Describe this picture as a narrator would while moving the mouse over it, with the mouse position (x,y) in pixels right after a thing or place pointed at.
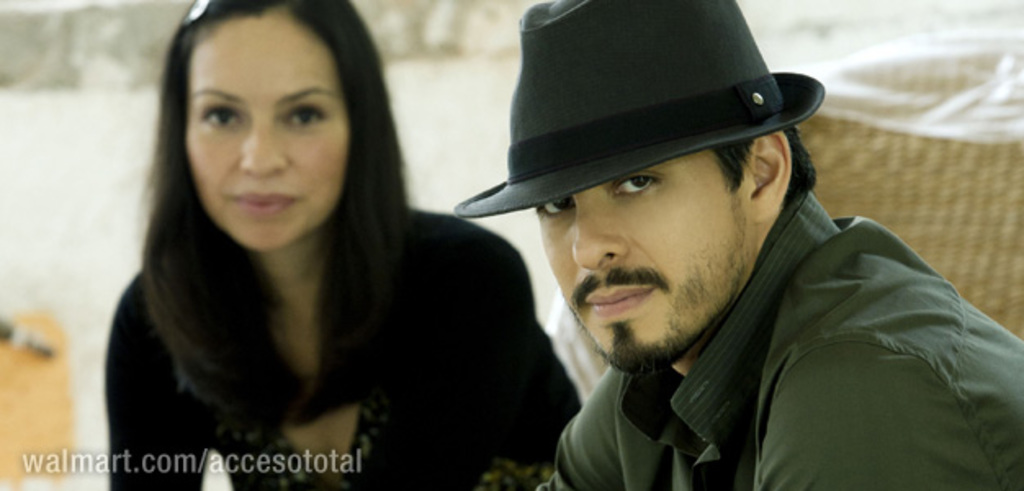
In this picture we can see a man (678,328) and a woman (348,315), this man (781,300) wore a cap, we can see a blurry background (72,71), at the left bottom (294,455) there is some text (184,458).
